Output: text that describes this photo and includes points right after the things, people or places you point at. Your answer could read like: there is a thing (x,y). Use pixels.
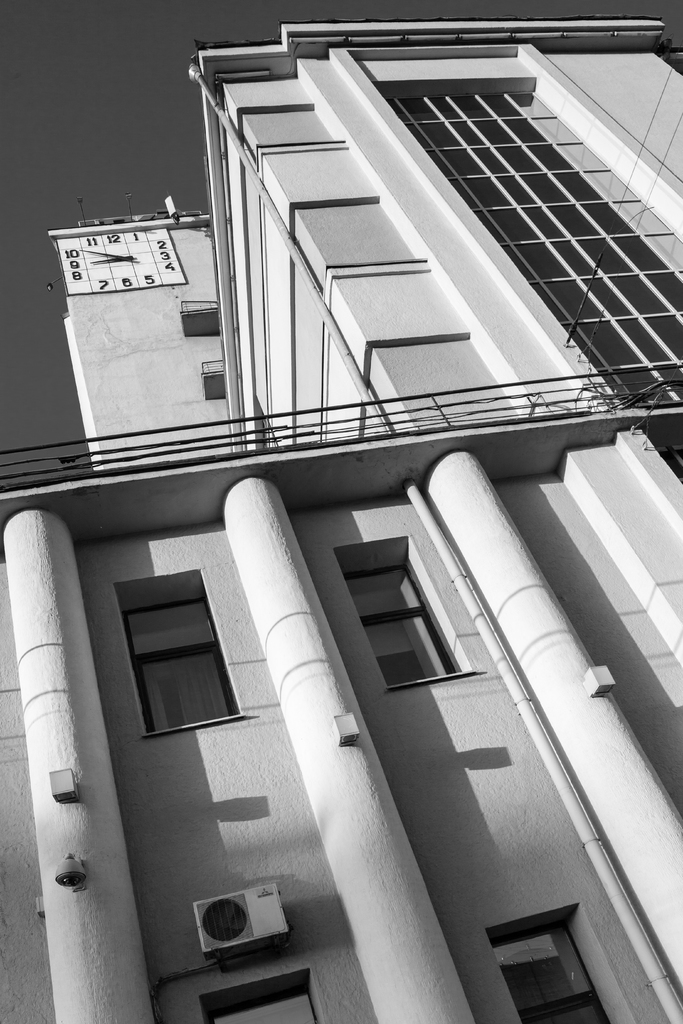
In the picture we can see the building (315,725) with windows (218,669) and glasses (218,692) and on the top of the building (262,695) we can see a clock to the wall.
